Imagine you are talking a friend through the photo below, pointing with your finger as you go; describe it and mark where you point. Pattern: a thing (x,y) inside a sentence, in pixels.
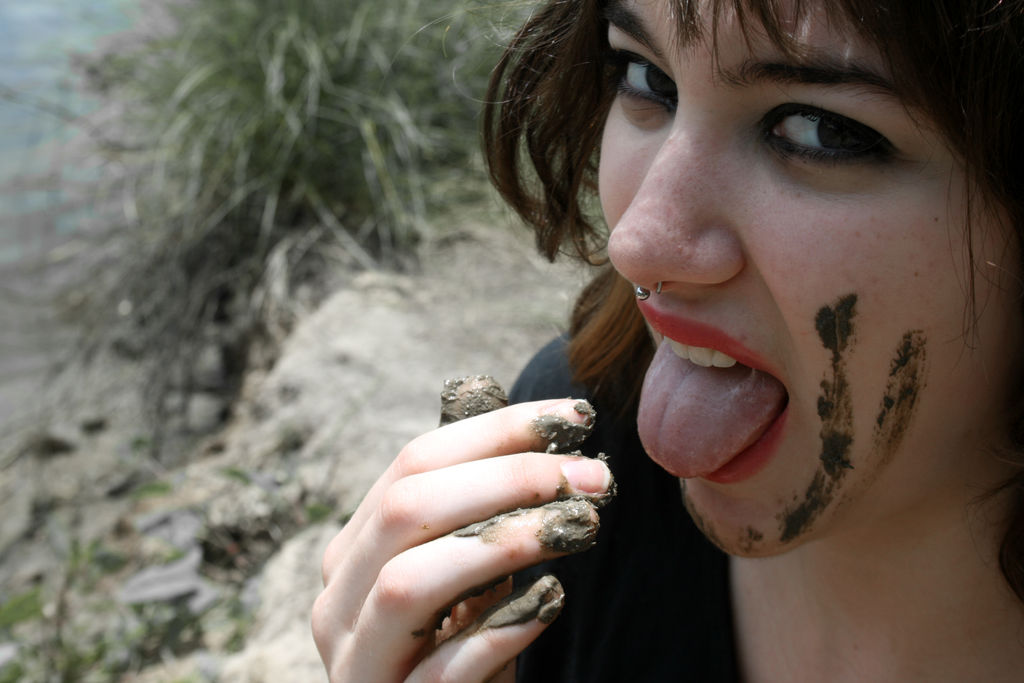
In this picture we can see a woman (938,559) in the front (923,541), on the left side (283,234) there is a plant (381,83), we can see a blurry background (18,92).
